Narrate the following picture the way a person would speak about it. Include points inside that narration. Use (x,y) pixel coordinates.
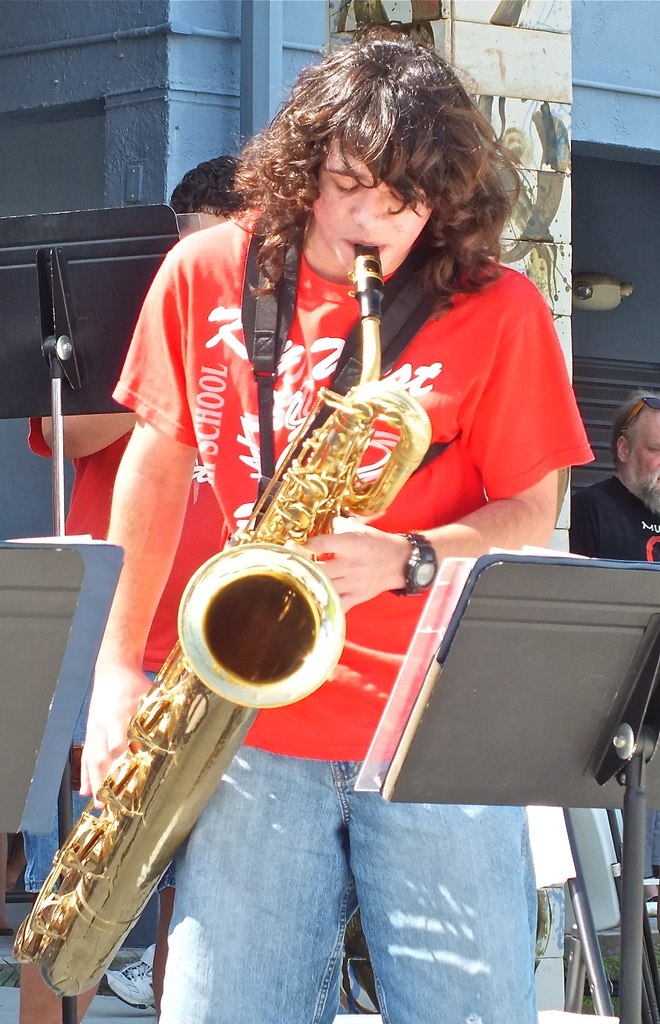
In this picture there is a man (408,381) standing and playing musical instrument (333,455), in front of him we can see a stand (631,861). In the background of the image (198,190) we can see people (230,168), stand (31,361), wall (301,9) and objects (650,908).
